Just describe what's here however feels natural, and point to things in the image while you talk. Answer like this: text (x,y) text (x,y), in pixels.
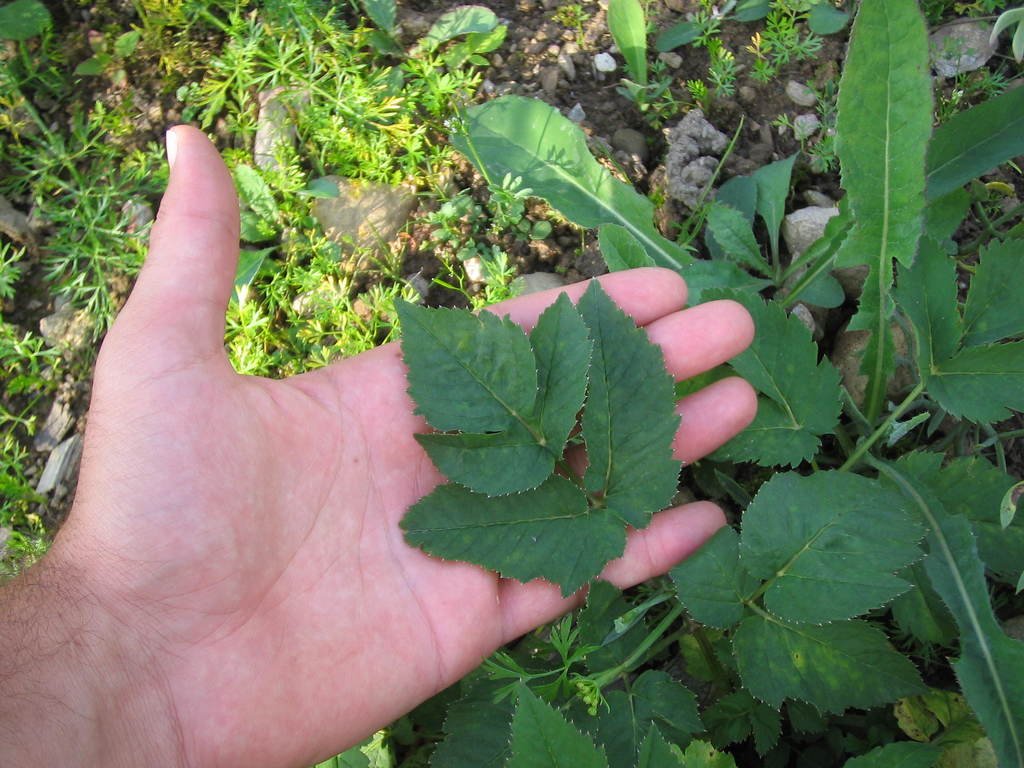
In this picture we can see a leaf (450,498) on a person hand (429,463) and in the background (954,651) we can see stones (273,108), plant (836,286) on the ground (218,125).
